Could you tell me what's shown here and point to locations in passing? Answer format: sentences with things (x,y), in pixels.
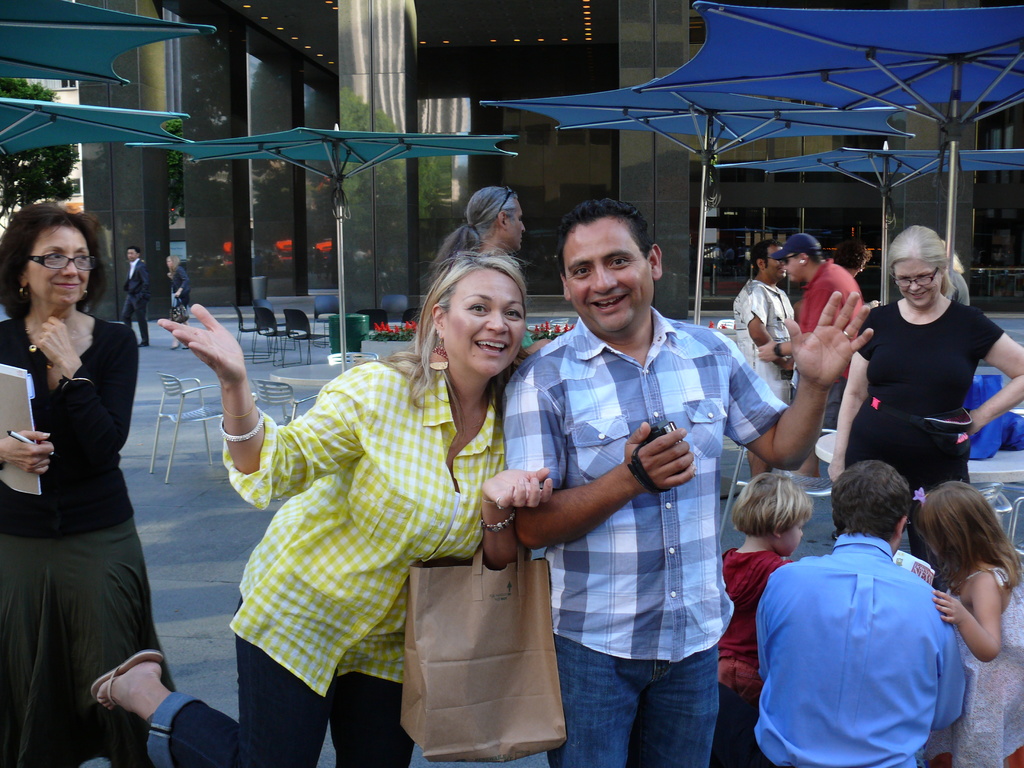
In this image I can see a man (523,413) and a woman (366,495) in front (489,349) and I see that they're smiling and the woman (422,531) is carrying a bag (436,608). Behind them I can see few people (725,573) and in the middle of this picture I can see the umbrellas (268,158), few tables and the chairs (255,382). In the background (106,100) I can see a building (369,262) and 2 persons (131,287) and I can see the leaves (20,93) on the left side of this picture (36,85). On the top of this picture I can see the lights (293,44).
